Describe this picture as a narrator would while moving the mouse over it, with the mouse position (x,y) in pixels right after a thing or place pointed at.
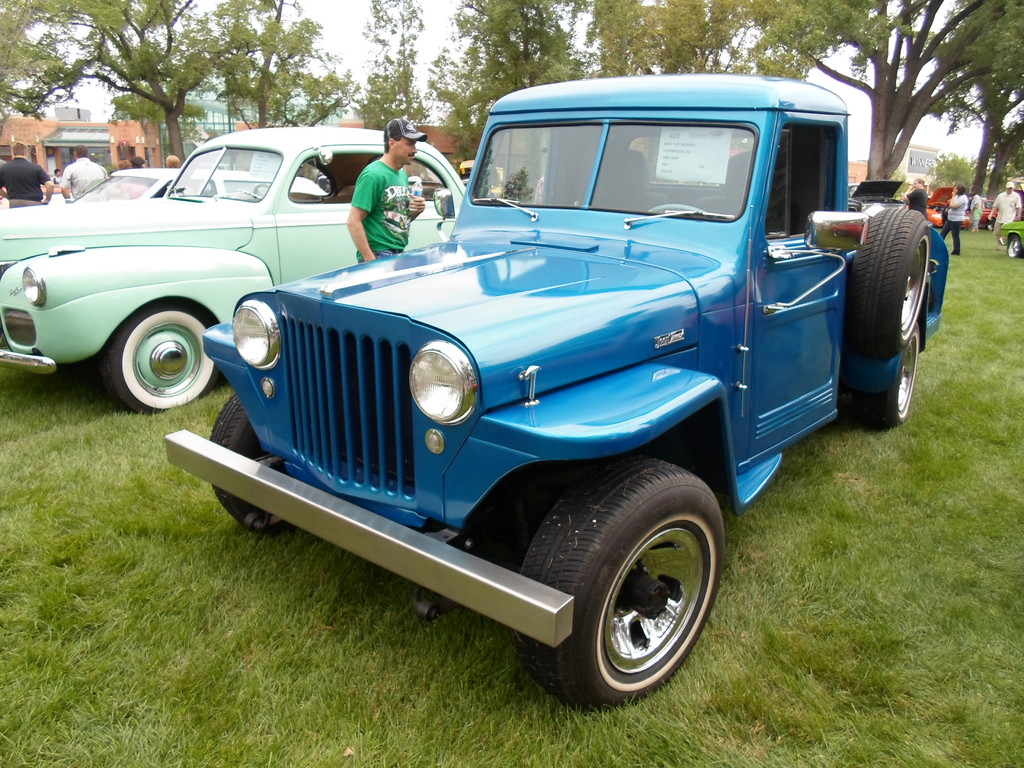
In this image we can see some cars (566,659) parked on the grass (292,603). We can also see a person (397,227) standing beside a car (426,223) holding a bottle (417,190). On the backside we can see some people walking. We can also see some trees (148,102), buildings (122,134) and the sky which looks cloudy.
